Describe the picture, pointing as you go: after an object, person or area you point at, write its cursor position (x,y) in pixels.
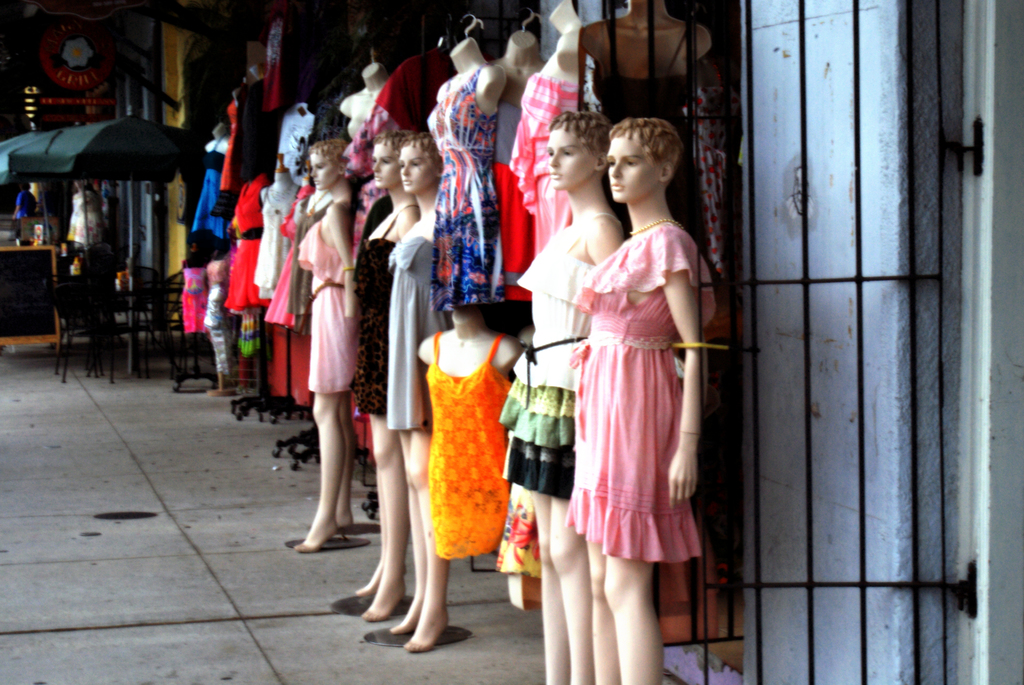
In this image I can see mannequins (637,329) and a grill (879,341) on the right (916,375). There are chairs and a board (26,289) at the back (12,287).
